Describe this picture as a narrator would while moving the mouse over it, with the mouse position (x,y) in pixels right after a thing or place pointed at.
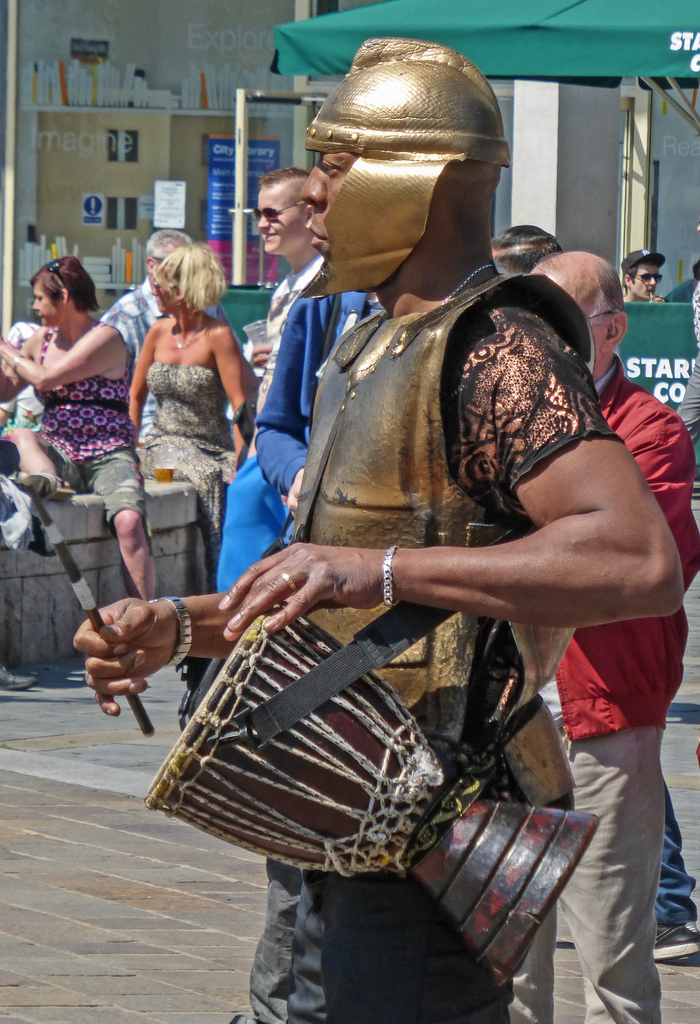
A man (315,950) is standing and playing the drum (252,630). He wear a gold color dress (371,464). Behind him there are women (161,427) sitting on a wall (77,514) and few people (607,633) are walking on the road (15,881).
